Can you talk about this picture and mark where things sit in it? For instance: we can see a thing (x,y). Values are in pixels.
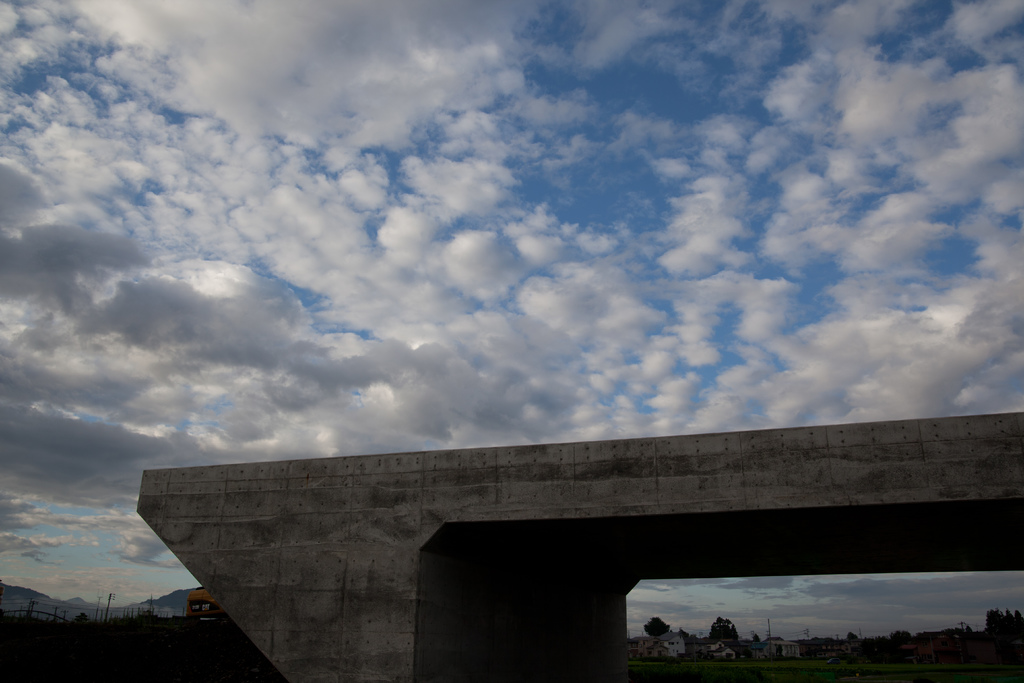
In this image I can see clouds (642,293) and the sky (663,130). In the background (706,651) I can see number of trees (648,628) and buildings (974,655).
